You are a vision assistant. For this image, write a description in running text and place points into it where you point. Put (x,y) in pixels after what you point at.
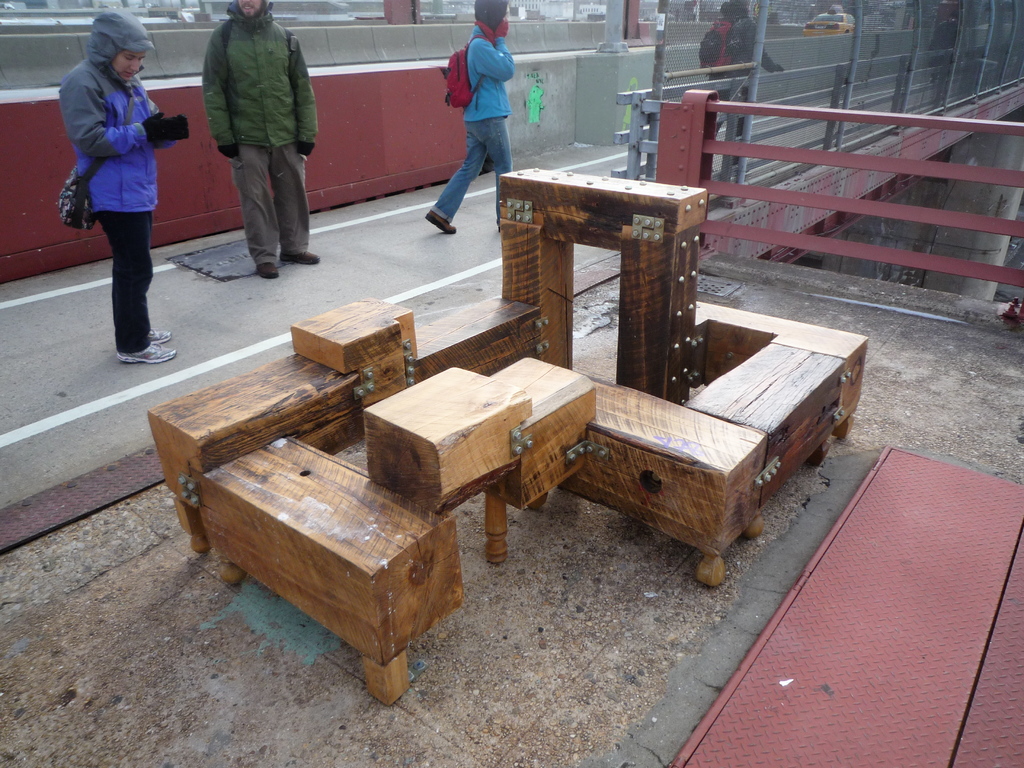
In this picture we can see wooden things (651,417) in the middle (537,459), at the left top (297,189) there are two persons (220,120) standing, there are two persons (491,76) walking on the right side (726,53), we can see metal rods (928,219), fencing (818,42), a car (838,18) on the right side (812,46), it looks like a bridge (888,161).
